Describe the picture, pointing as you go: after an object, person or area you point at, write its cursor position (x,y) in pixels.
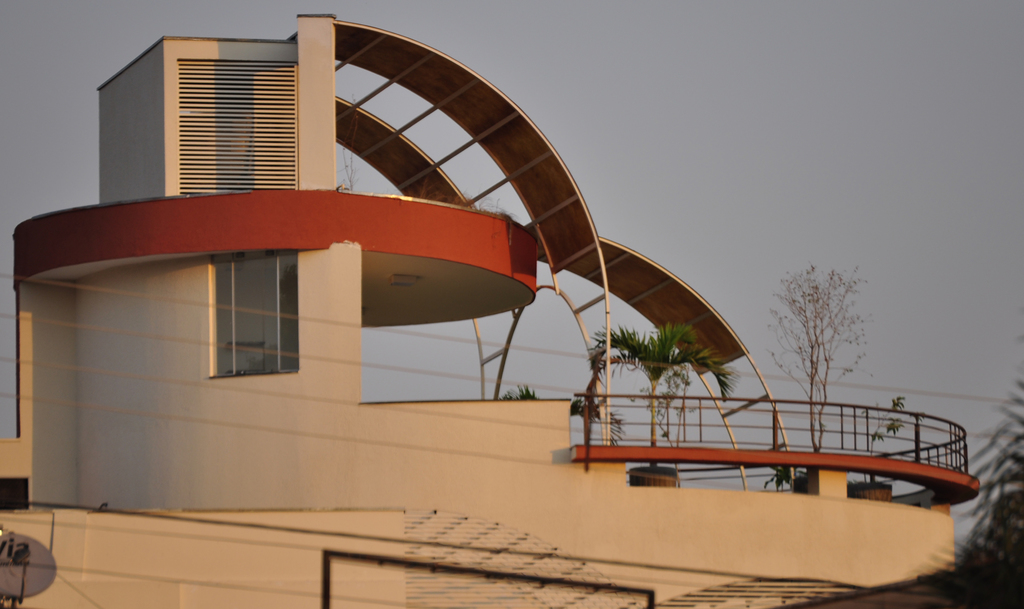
In this image we can see a building (311,298), window (296,354), railing (595,395), plants (819,314), wires (128,510), antenna (54,566) on the left side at the bottom corner (19,571) and the sky (4,77).
